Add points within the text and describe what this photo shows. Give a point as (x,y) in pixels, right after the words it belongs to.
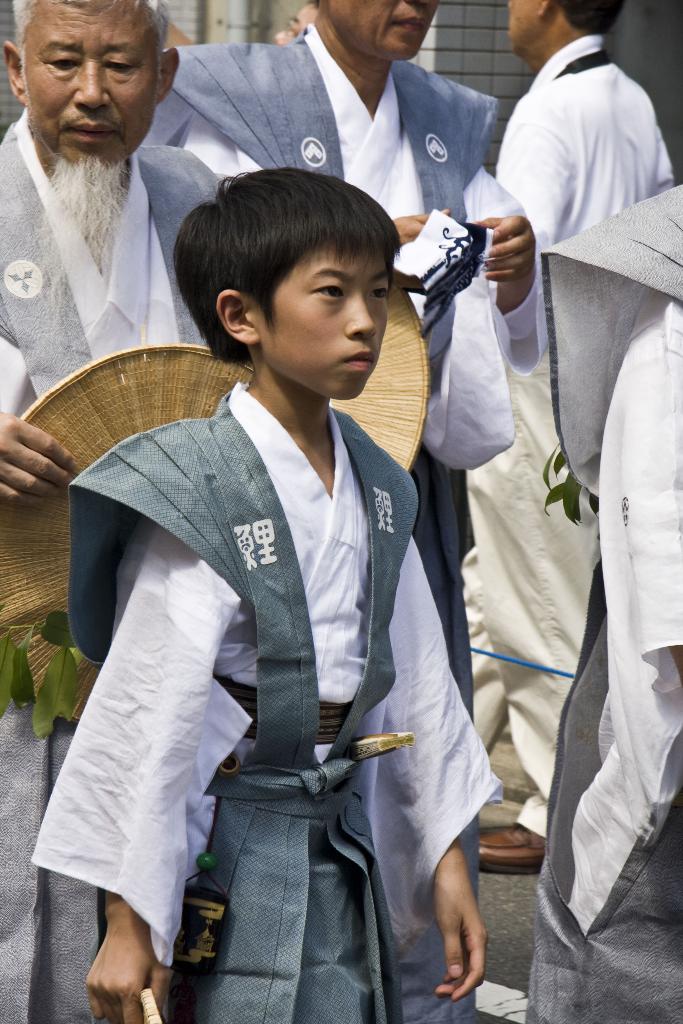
There are people (370,275) and this man (5,223) holding a wooden object (39,520) and we can see leaves (45,693). In the background (229,10) we can see wall (432,28).
